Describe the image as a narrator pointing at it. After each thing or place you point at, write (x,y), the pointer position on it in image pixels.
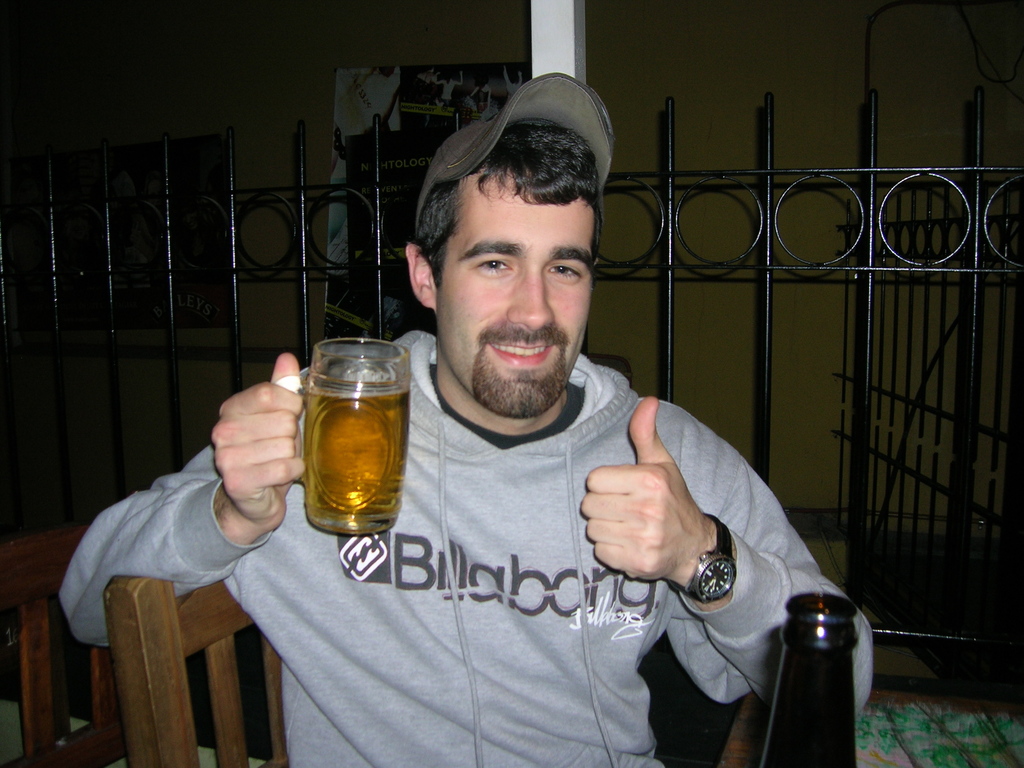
In this picture we can see man (455,540) wore jacket (501,466), cap (493,135), watch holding glass (364,431) with drink (370,470) in it and sitting on chair (268,654) and in background (952,260) we can see fence (308,248).
